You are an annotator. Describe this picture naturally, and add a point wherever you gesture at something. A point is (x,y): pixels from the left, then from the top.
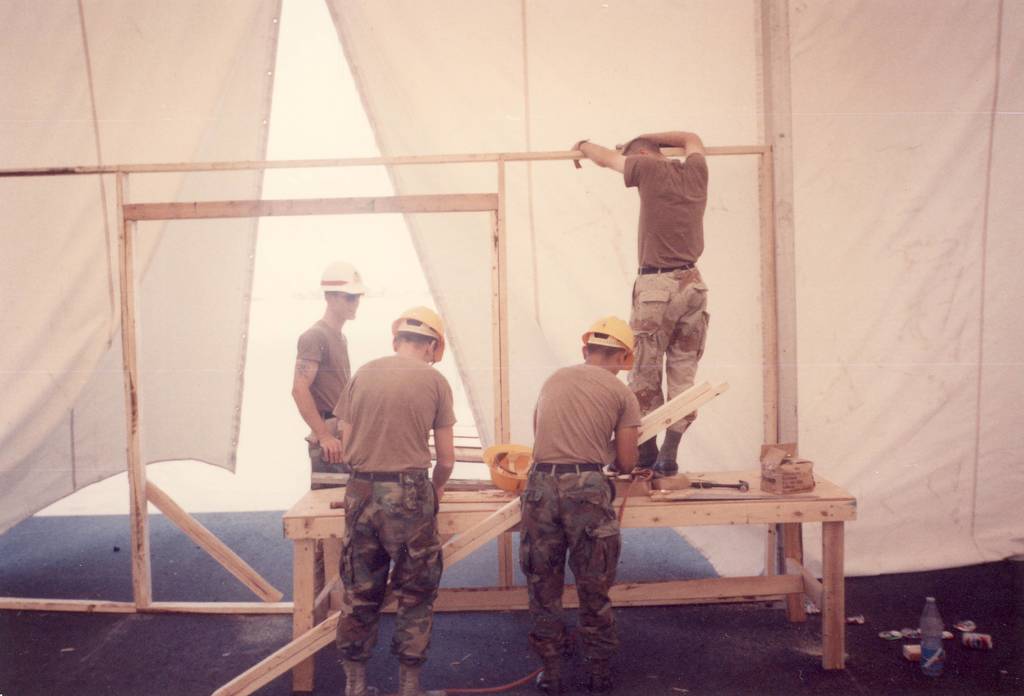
In the image we can see there are four men (398,426) standing, wearing clothes (433,522), boots (609,663) and three of them (324,343) are wearing a helmet (353,270). Here we can see wooden table (707,523) and on it there is a box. Here we can see white cloth (804,204), water bottle (923,653), can (910,633) and the floor (133,624).
